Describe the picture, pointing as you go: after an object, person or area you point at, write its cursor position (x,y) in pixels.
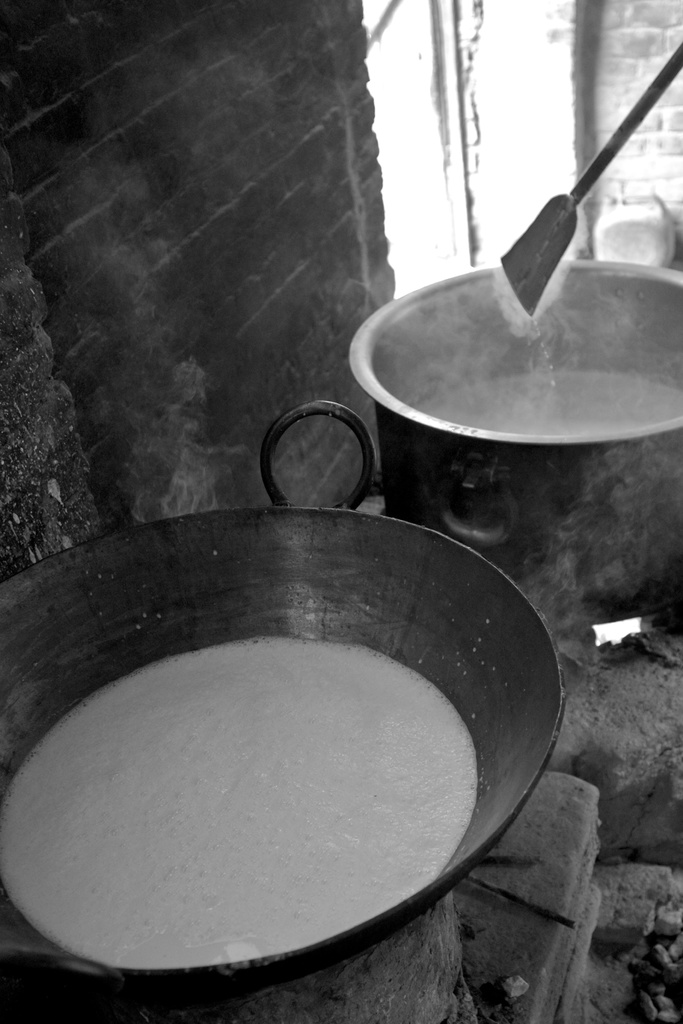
In the image there is some food (642,415) is being cooked in two vessels (458,653), they are cooked on brick stove (595,684) and behind the vessel (437,301) there is a brick wall (349,349).
